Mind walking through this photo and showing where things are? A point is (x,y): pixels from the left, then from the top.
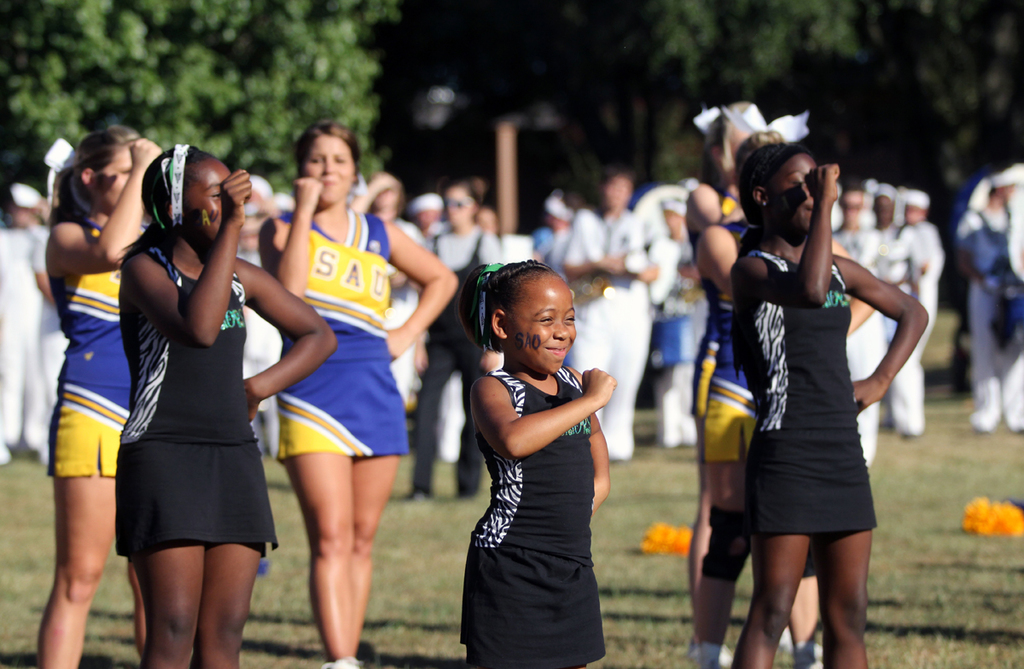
In the picture we can see some women (820,251) are standing on the grass surface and holding their hands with a fist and we can see one girl child (573,602) also standing and holding a hand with a fist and smiling and in the background (997,255) we can see some people (996,255) are standing with sportswear (981,250) and behind them we can see some pole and trees (64,74).
